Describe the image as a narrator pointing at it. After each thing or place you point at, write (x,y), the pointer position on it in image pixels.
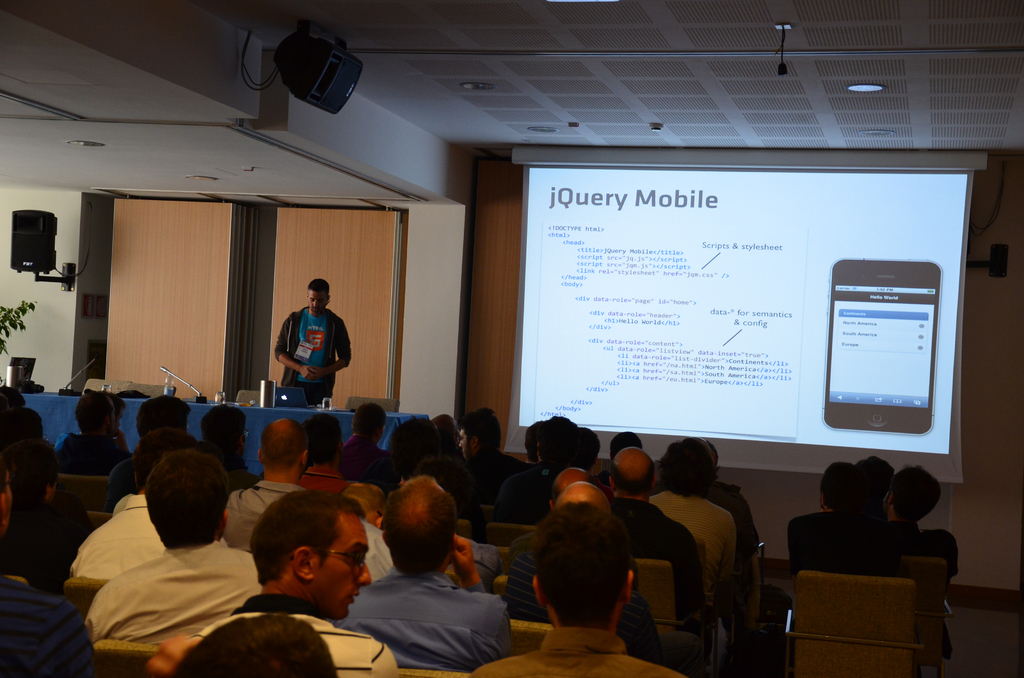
In this image in the front (369,523) there are group of persons (402,558) sitting. In the background (768,357) there is a screen (753,368) and on the screen (718,365) there is some text (666,260) and images (870,350) on it. On the left side (308,389) there is a person (282,361) standing and in front of the person (288,336) there is a table (248,408), on the table (204,409) there are objects (28,385) and there are empty chairs (152,388) and there are speakers (312,101) on the wall (59,240) and there are leaves (14,325) which are visible.
